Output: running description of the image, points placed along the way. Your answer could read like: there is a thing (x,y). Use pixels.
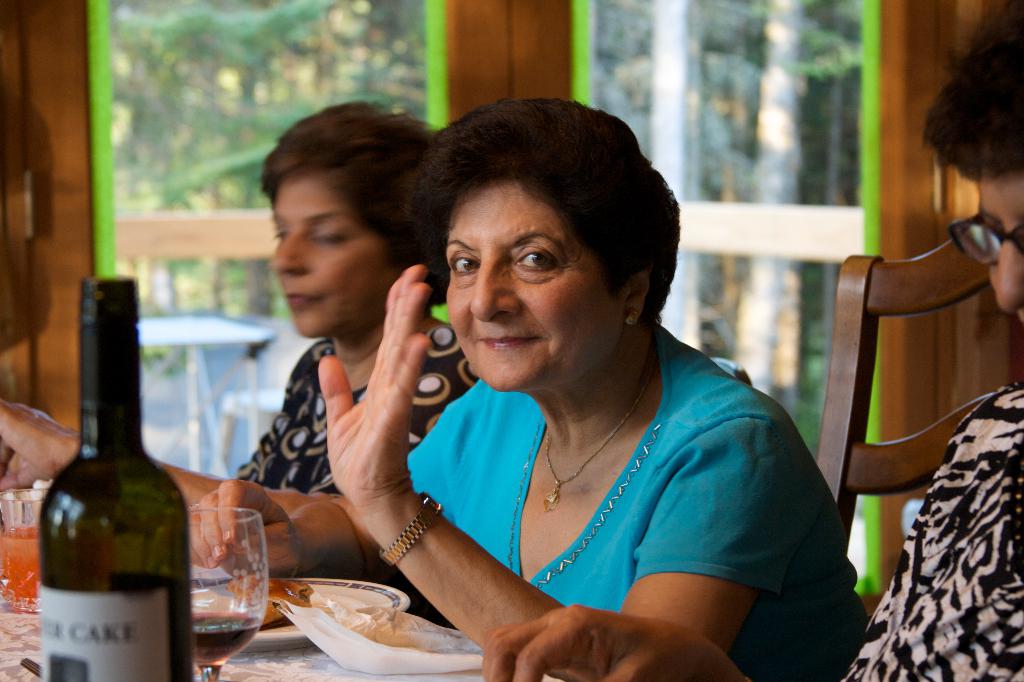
This picture shows a woman (518,512) sitting in front of a dining table (350,593), raising her hand (386,487) with a smile (505,339) on her face (519,343). On the table (233,608) there is a glass (211,602), bottle (134,615) and some food (280,596). There is another woman (335,172) sitting beside her. In the background (282,98) there is a door (272,70) some trees (219,66) here.
